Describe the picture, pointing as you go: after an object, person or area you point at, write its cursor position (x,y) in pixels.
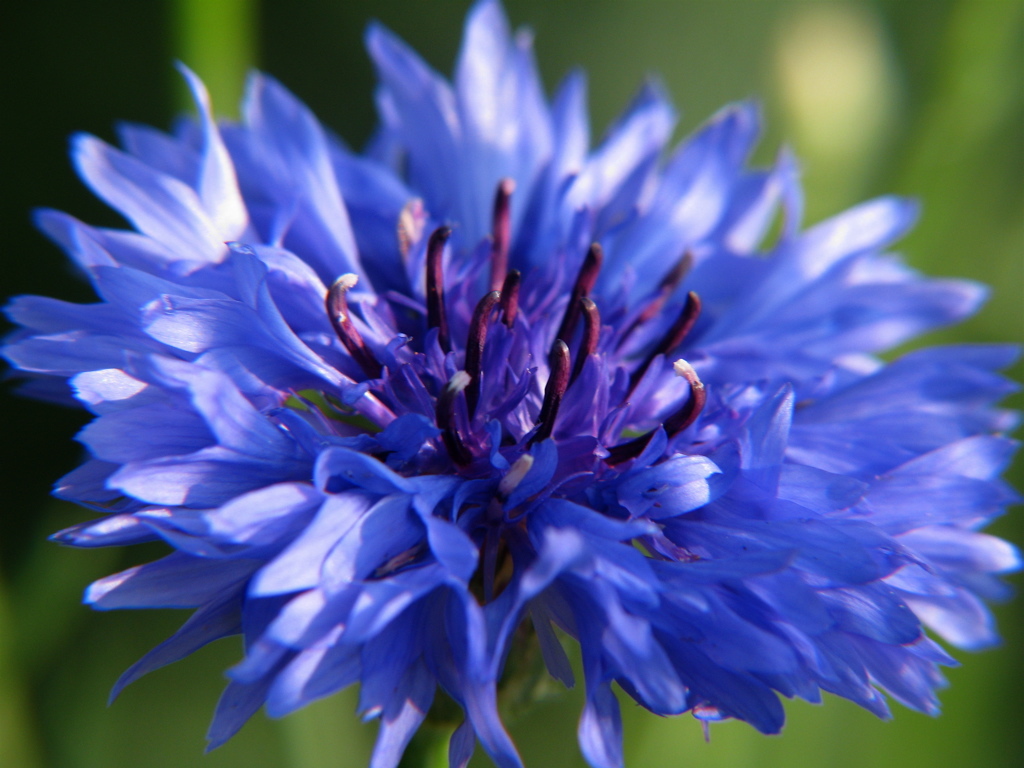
In this picture we can observe a blue color flower (352,480). There are violet color buds (474,344) on the flower (487,344). The background (82,578) is in green color.
